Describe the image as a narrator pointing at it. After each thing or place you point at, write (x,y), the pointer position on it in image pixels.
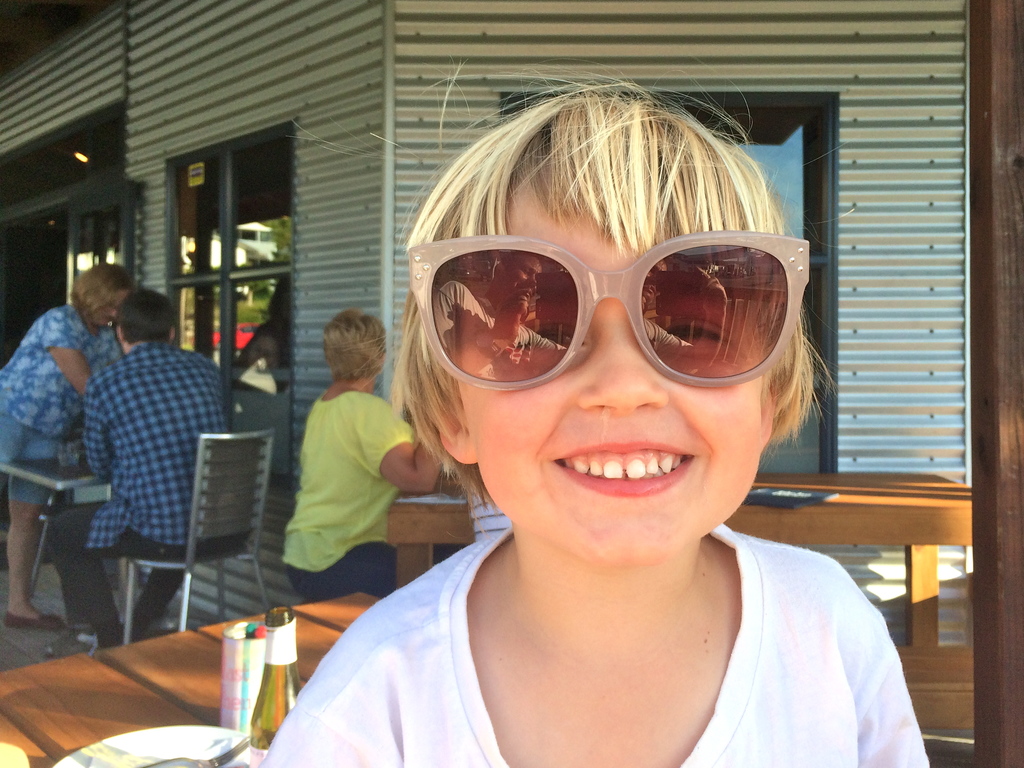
This picture describes about group of people (315,486), few are seated and a woman (81,345) is standing, in the middle of the image (615,434) we can see a boy (625,490), he wore spectacles (605,282), and he is smiling, behind to him we can see a bottle (266,745), plate (137,739) and other things (227,659) on the table (167,710).
